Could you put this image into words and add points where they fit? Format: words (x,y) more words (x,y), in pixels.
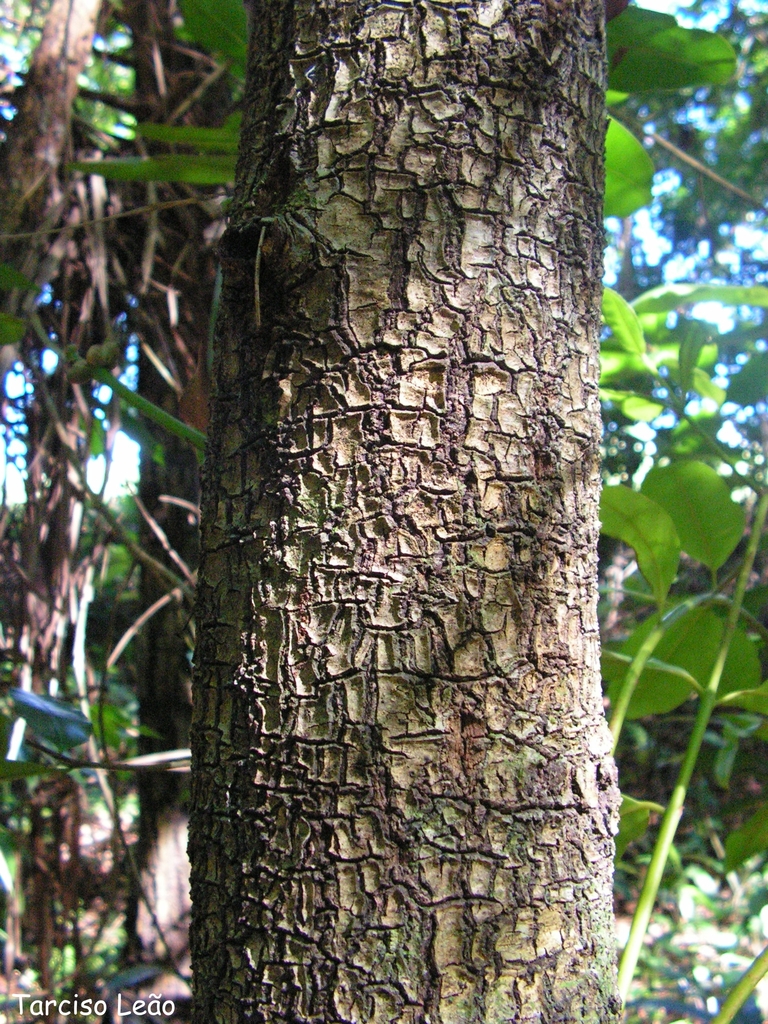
It is a zoom in picture of a bark (399,798). In the bottom left (96,1007) there is a text (22,1006). In the background (86,712) there are leaves (110,553) and trees (142,97).
